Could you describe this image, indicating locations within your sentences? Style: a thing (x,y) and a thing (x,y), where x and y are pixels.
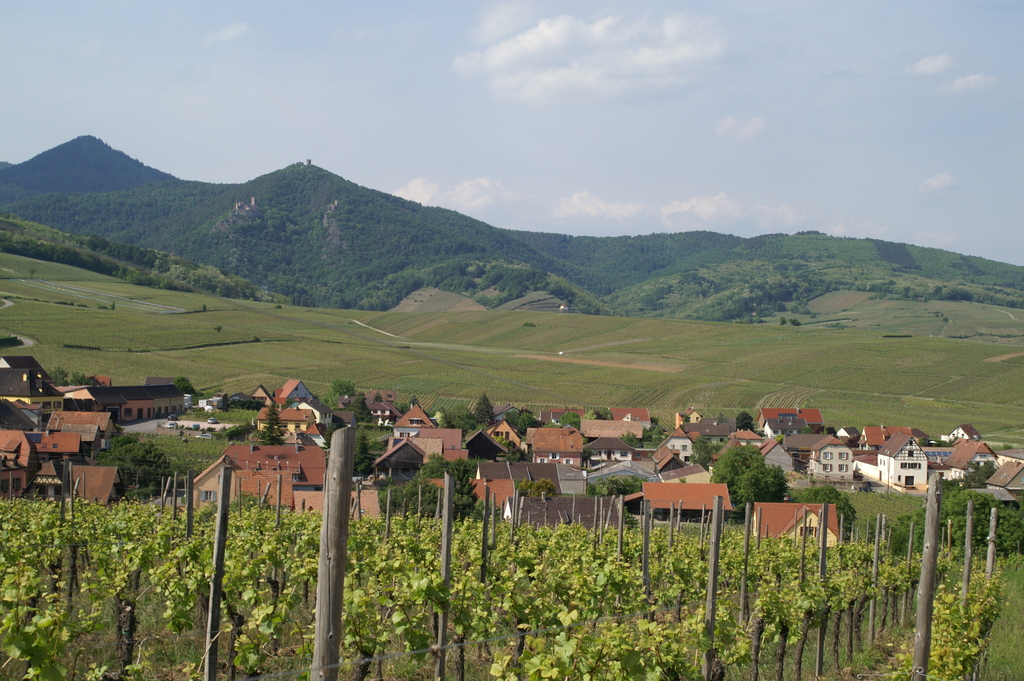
This picture shows few trees (975,510) and hills (694,256) and we see a blue cloudy sky (612,128) and we see houses (305,420) and few plants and grass (547,366) on the ground (575,380).
